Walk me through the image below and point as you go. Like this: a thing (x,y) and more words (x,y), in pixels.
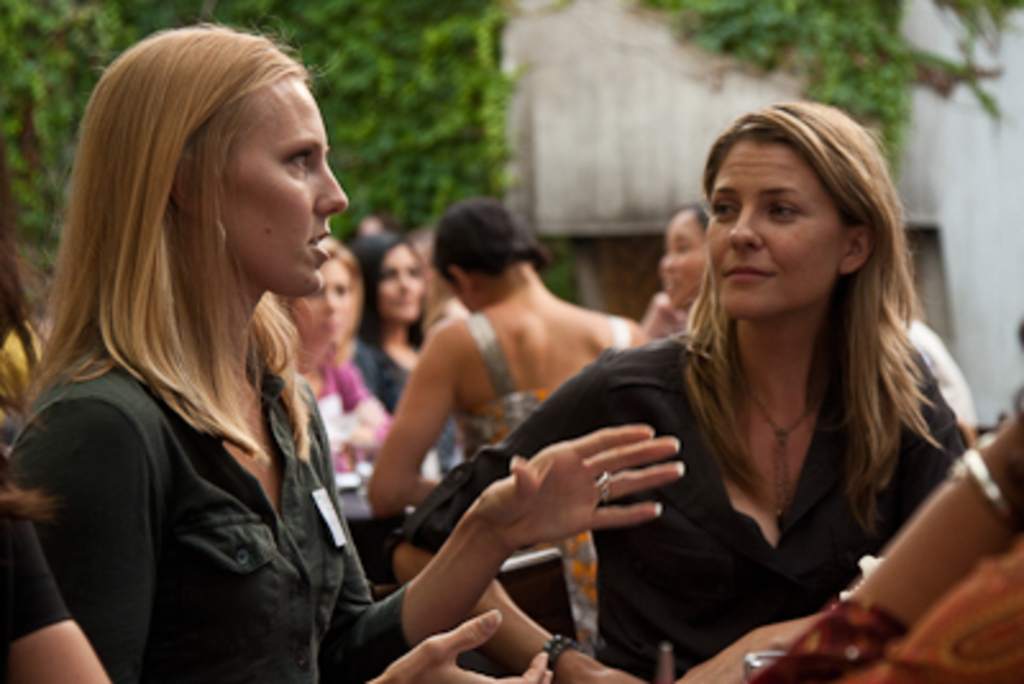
In this picture we can see two girls (604,514) standing in the front (281,534) wearing a black shirt (396,625) and discussing something. Behind there is a group of girls (486,371) standing. In the background (419,113) there are some trees (318,90) and white wall (684,117).
